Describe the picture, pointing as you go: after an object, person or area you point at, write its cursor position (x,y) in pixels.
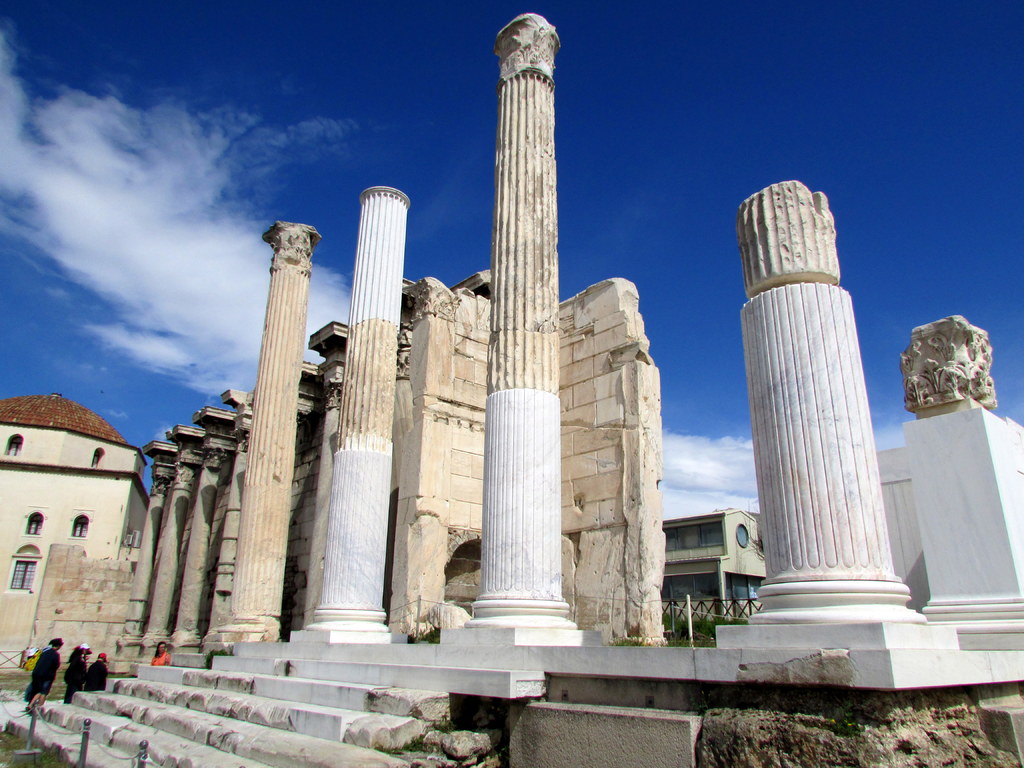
In this picture, we see the pillars (496,471) and a castle (477,523). On the right side (979,347), we see a stone carved statue (968,328) on the pillar (924,519). In the left bottom (189,696), we see the staircase (231,726), grass (9,742) and the barrier poles (37,714). There are buildings (697,593) and pillars (185,480) in the background (739,511). At the top (590,225), we see the clouds (146,215) and the sky (612,231), which is blue in color.
